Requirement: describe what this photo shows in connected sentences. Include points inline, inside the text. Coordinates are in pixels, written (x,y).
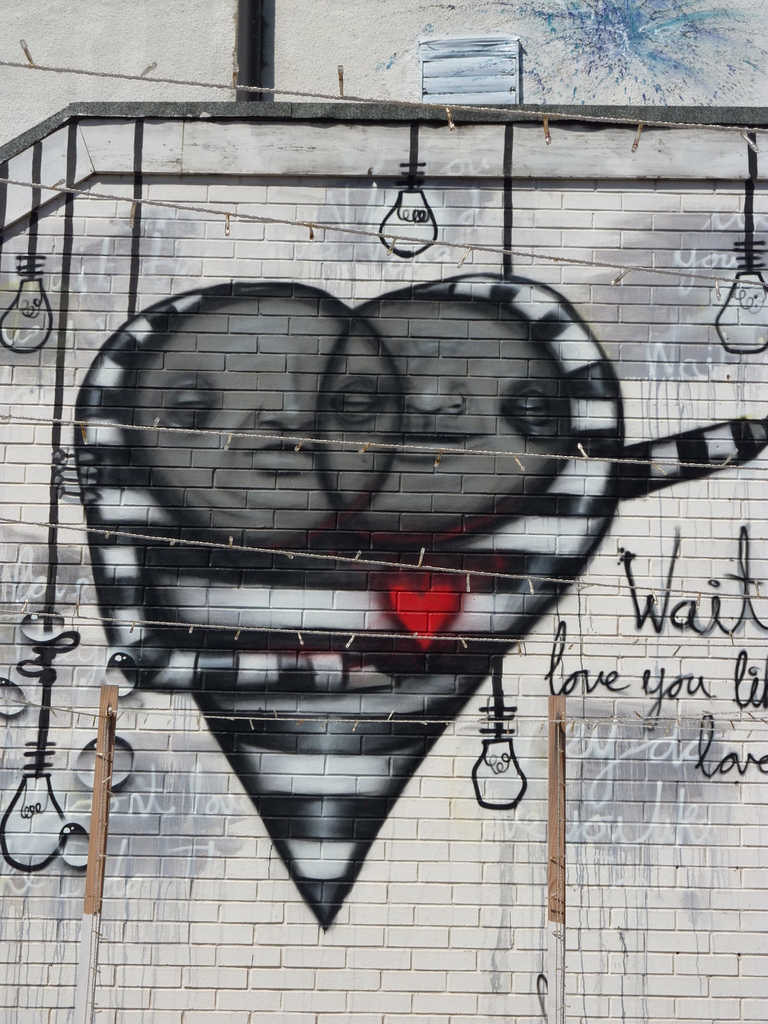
In this image I see the wall (564,209) on which there is an art (413,346) and I see few words (597,752) written and I see the sketch of light bulbs (719,334) and I see the wires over here and I see red color heart (413,595) over here.
